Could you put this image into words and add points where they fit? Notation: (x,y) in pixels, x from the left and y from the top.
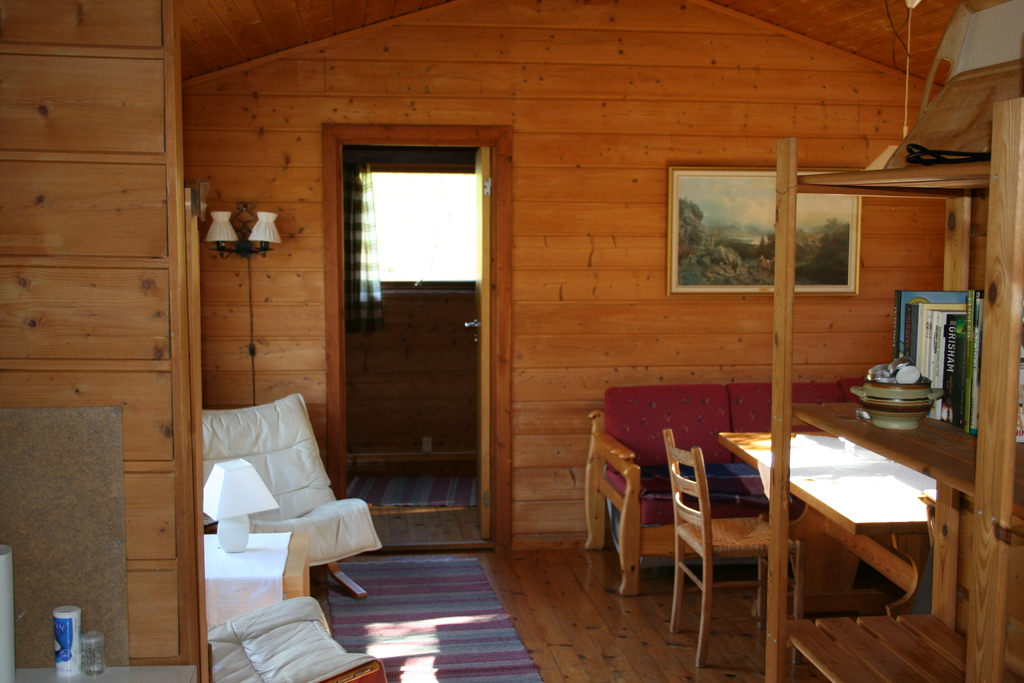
In this image we can see inside view of the house (840,374) which includes window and curtain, on the right (710,397) we can see sofa (624,478), table (887,599) and chairs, after that we can see wooden shelf unit (793,236) and some objects (938,388) on it, on the left (272,592) we can see table (249,580) and lamp (237,533) on it, near that we can see some objects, we can see the floor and floor mat (474,607).
